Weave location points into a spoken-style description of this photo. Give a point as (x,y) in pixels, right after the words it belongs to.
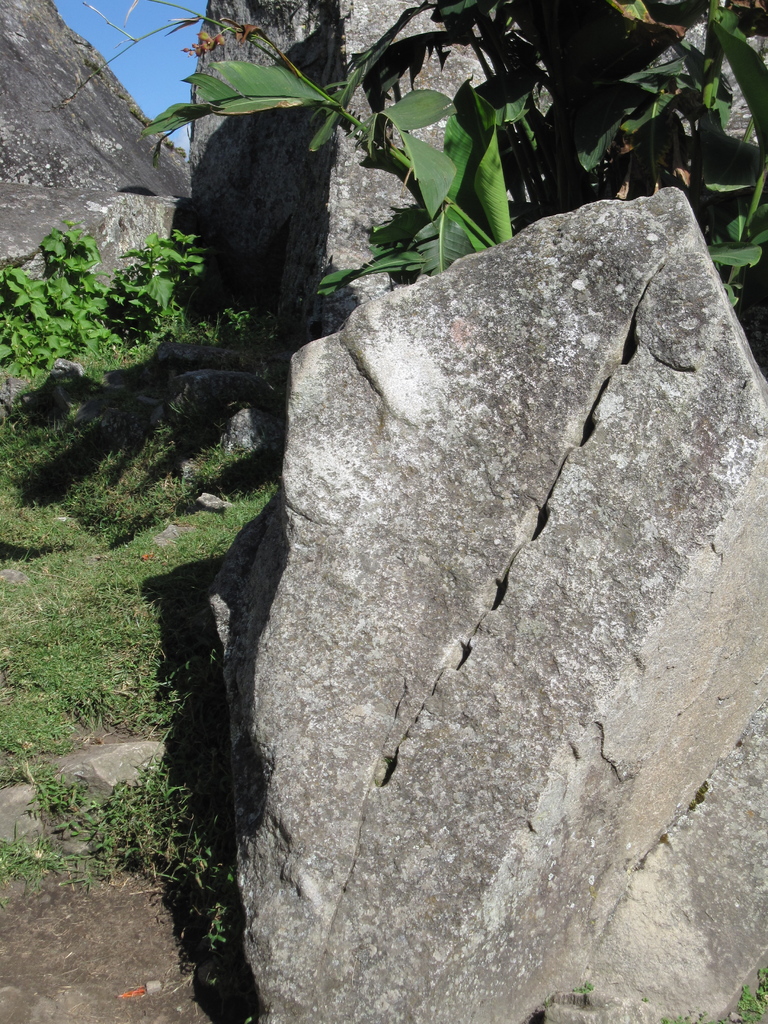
In this picture we can see few rocks (341,460), grass (193,425) and plants (425,182).
